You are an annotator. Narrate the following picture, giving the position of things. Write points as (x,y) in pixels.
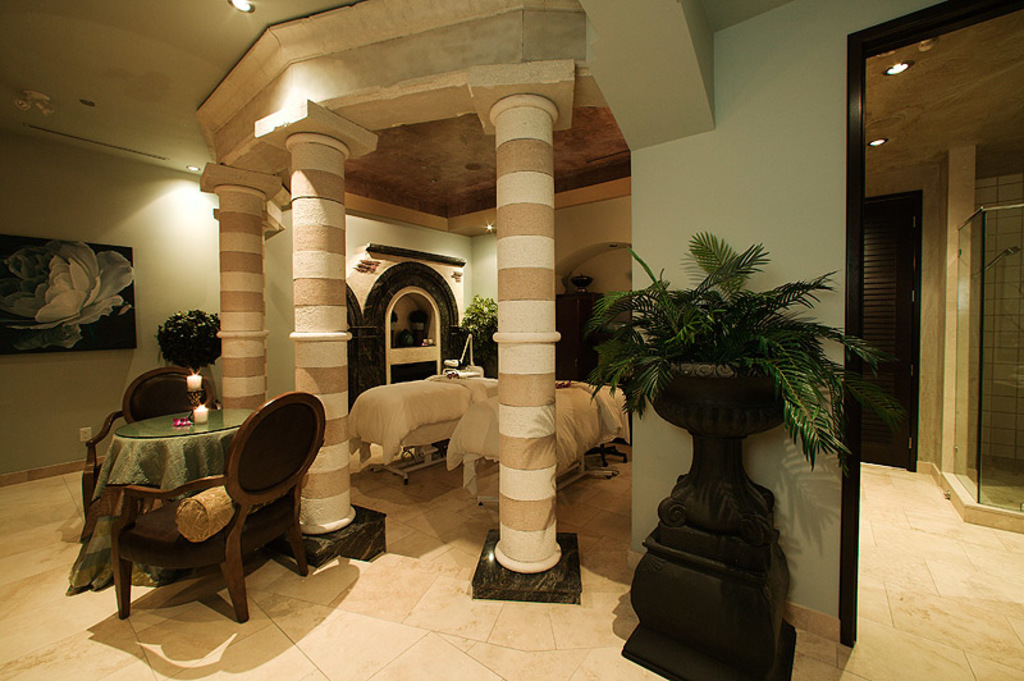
In this image we can see the inner view of a room (333,380). In the room (370,379) there are house plants (186,341), stretchers (443,433), wall hanging (110,256) attached to the wall (114,244), side table (141,456), chairs (160,506), cushions (202,518), electric lights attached to the roof (99,91).
